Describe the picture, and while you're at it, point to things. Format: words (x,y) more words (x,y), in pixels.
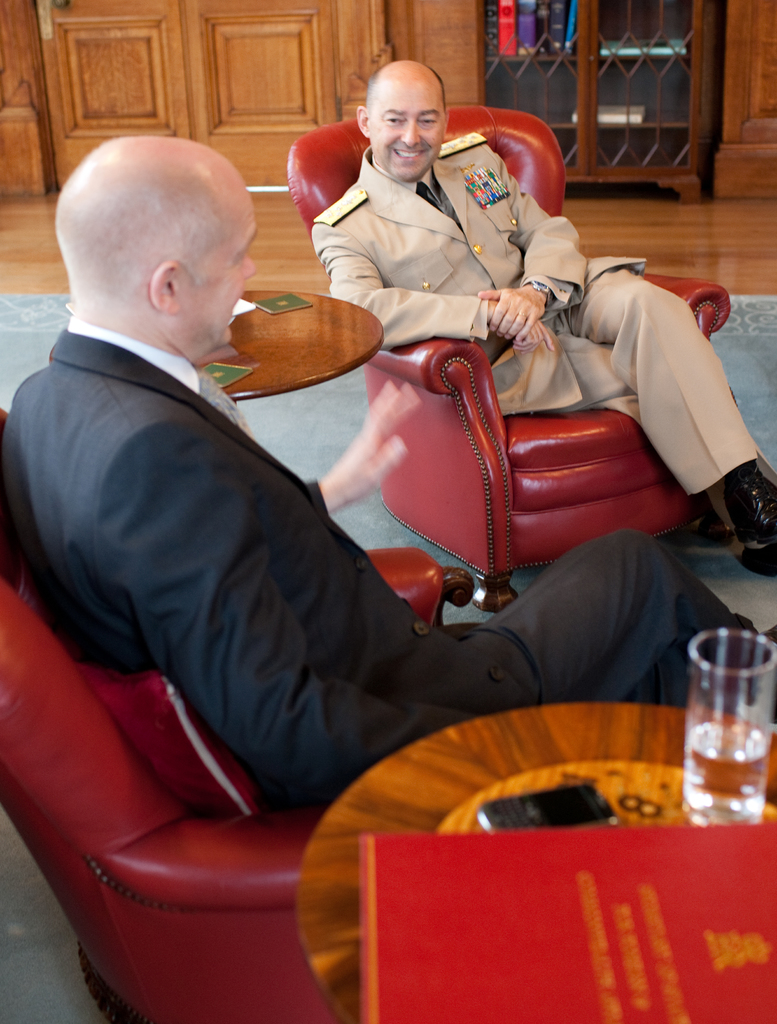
In this image, we can see two men (240,717) sitting on the sofas (594,511), there is a table (630,819), we can see a water glass (718,786) and a book (572,907) on the table (619,810). In the background (69,67), we can see a wooden object (432,48).
